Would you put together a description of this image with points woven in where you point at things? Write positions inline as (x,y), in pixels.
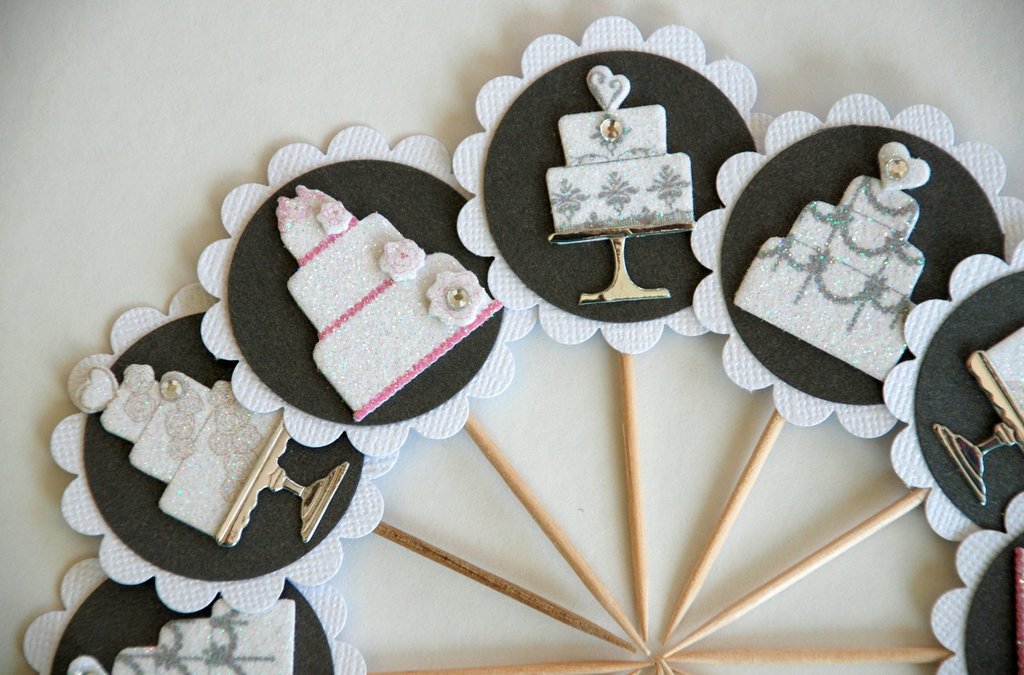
Here we can see a paper craft (299,345) of cakes (337,302) with toothpicks (668,672).
